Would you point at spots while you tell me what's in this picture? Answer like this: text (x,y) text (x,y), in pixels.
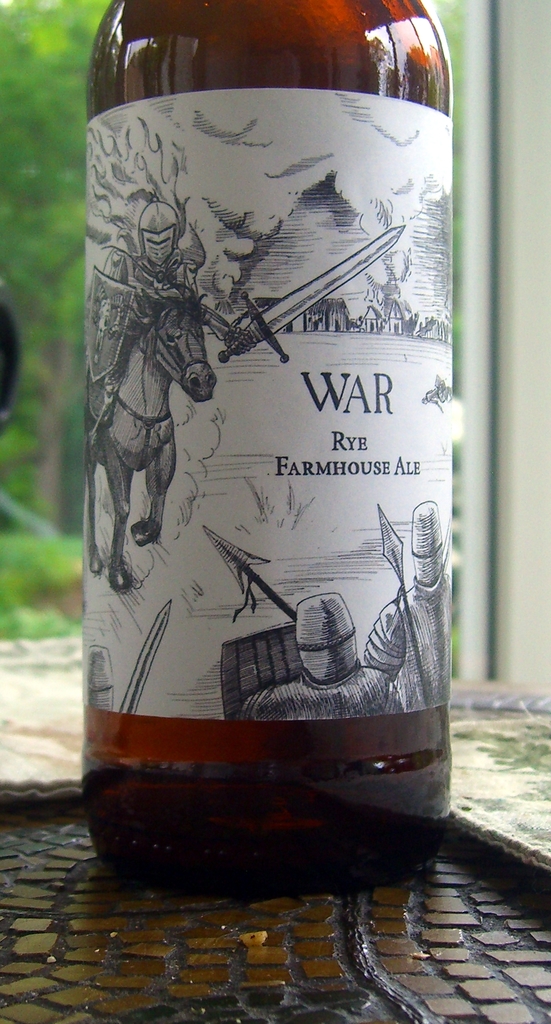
In the center of the image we can see one table (410,896). On the table (534,932), we can see one bottle (308,529). On the bottle (308,531), we can see one horse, few people (159,296), some text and a few other objects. In the background (539,160) there is a glass window (490,300) and a few other objects (544,177). Through the glass window (23,240), we can see trees (23,283) and a few other objects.
